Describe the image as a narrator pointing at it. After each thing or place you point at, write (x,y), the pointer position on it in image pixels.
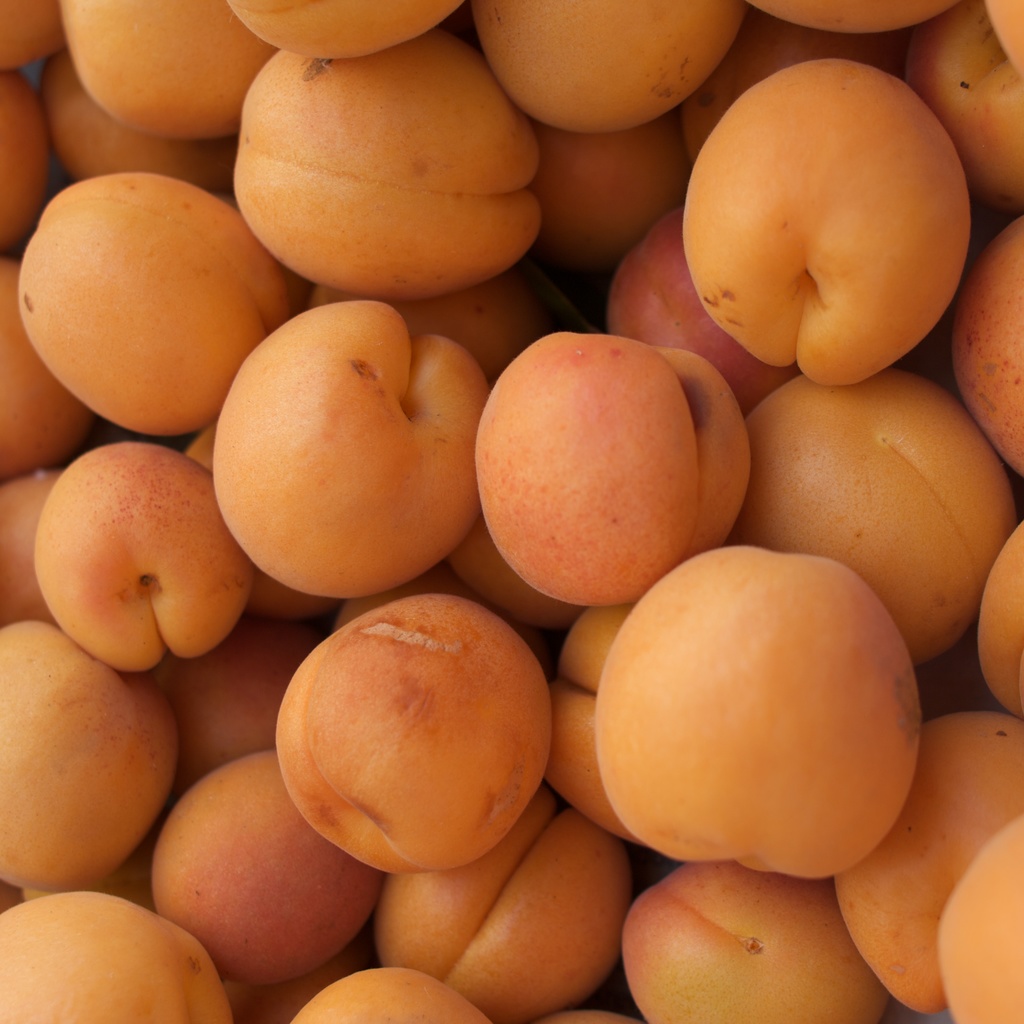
In the image I can see some fruits (506,741) which are in orange color.
